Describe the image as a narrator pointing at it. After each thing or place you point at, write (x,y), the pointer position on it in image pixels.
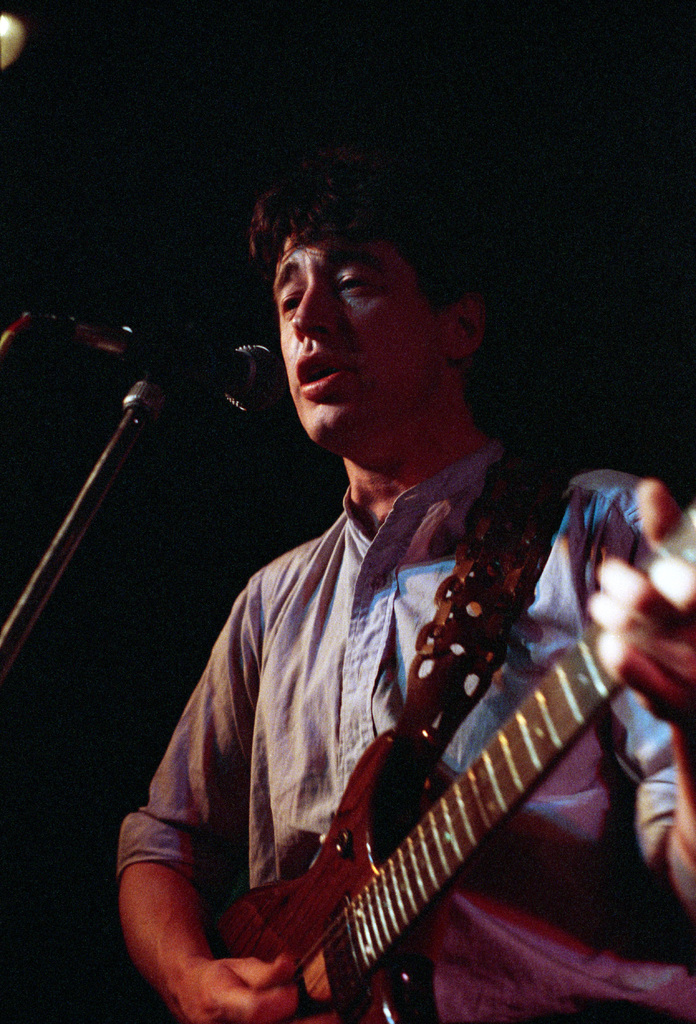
Here is a man (333,589), he is singing a song, there is a mike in front of him. He is wearing a brown color guitar (401,759) around his shoulder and he is playing the guitar (326,930) with his left hand (234,983), he is wearing blue color shirt (302,766).
